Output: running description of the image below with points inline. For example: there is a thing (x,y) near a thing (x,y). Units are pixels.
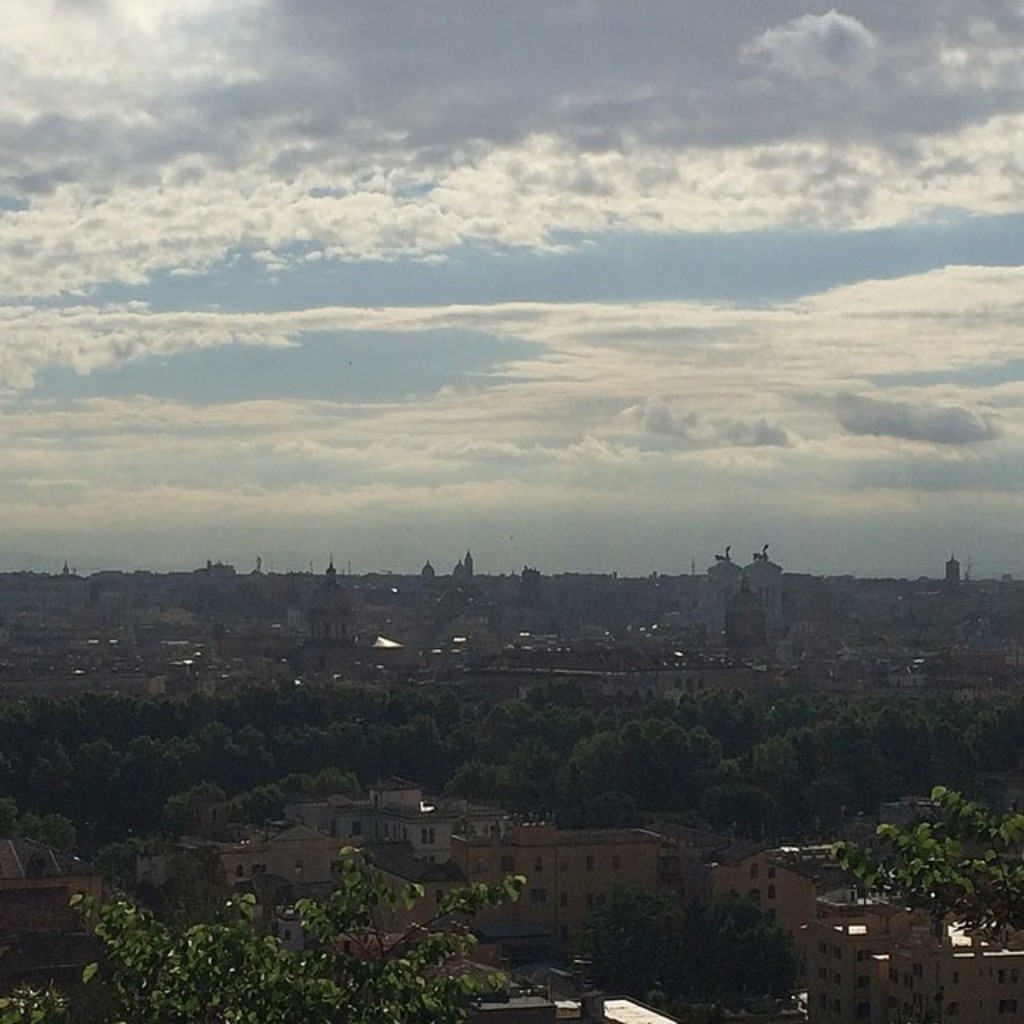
In this image we can see a group of buildings (592,875) with windows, some towers (731,579), group of trees (171,965) and the cloudy sky (568,458).
